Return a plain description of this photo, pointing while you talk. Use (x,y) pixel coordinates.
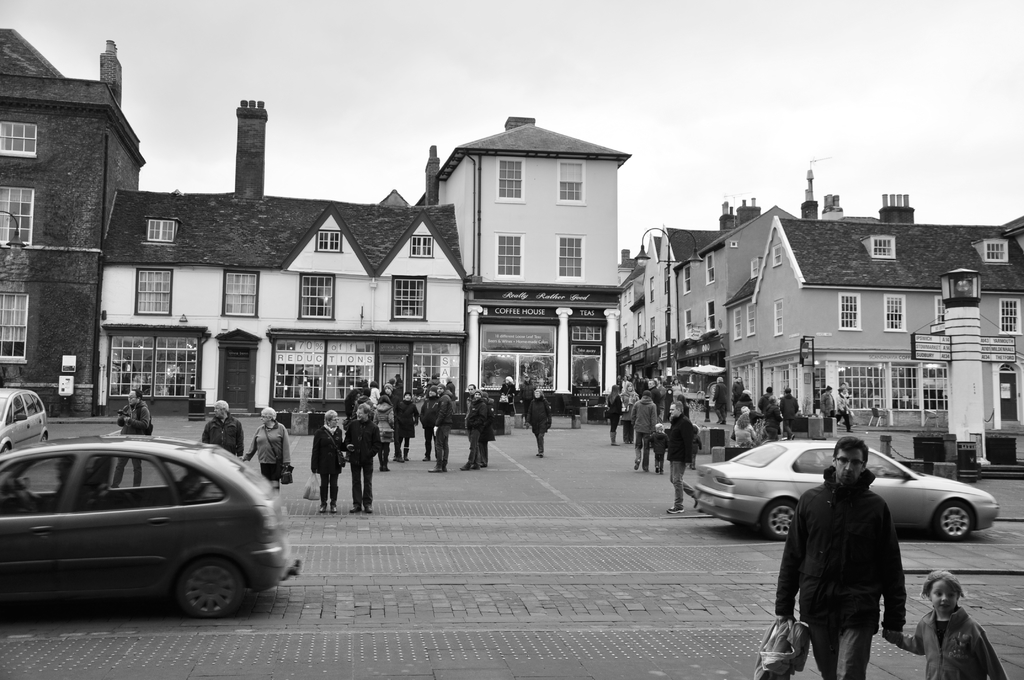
In this black and white image, we can see people (962,625) wearing clothes (383,431). There are cars (1,410) in front of buildings (319,313). At the top of the image (425,30), we can see the sky (769,73).
